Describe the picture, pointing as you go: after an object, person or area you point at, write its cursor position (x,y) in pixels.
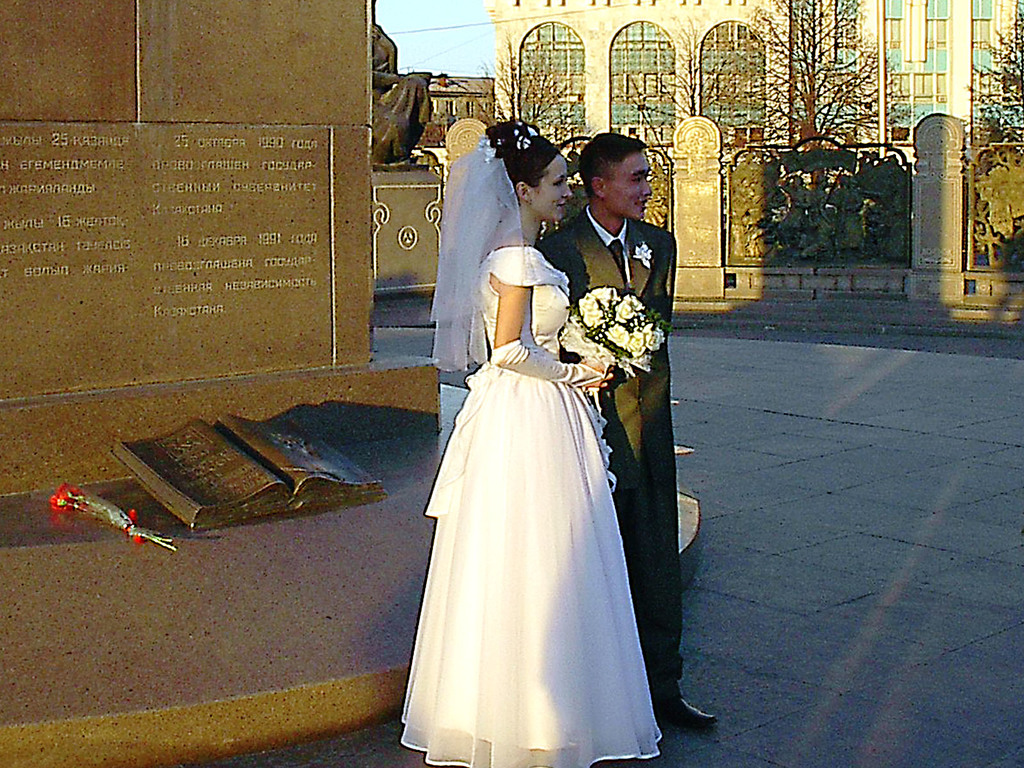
In the center of the image (440,364) there are two people (620,163) standing. In the background of the image (639,7) there is a building (639,7). There are trees (858,102). There is a gate (756,198). To the left side of the image (96,222) there is a wall (102,313) on which there is some text (80,167).
